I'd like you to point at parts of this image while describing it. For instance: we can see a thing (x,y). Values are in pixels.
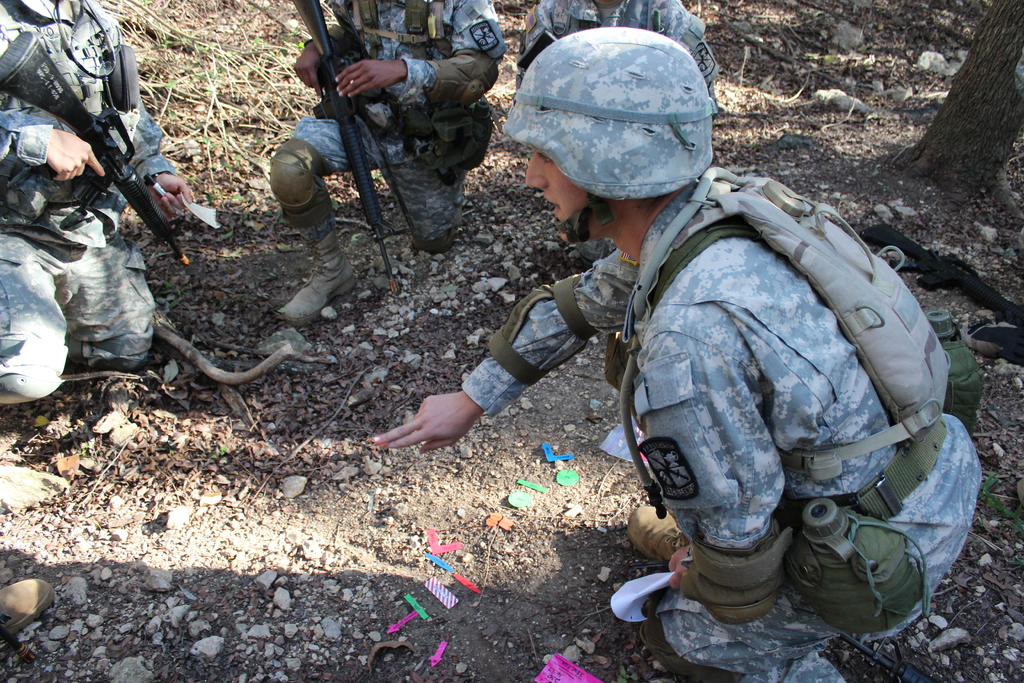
In this picture we can see four people (521,343) where two are holding guns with their hands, stones (160,580) on the ground (976,204), tree trunk (959,172), bottles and some objects (896,292) and in the background (161,86) we can see the grass (248,61).
